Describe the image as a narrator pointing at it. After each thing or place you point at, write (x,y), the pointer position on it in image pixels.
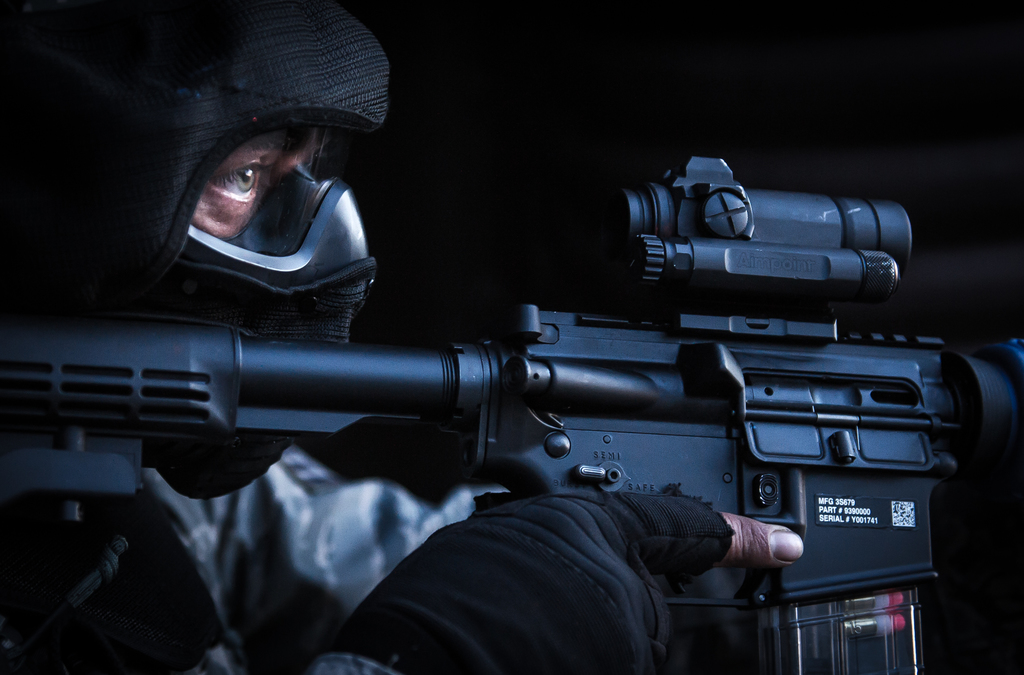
On the left side of the image (145,442) we can see a person (127,259) is wearing a jacket (242,502), mask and holding a gun (512,462). In the background (500,4), the image is dark.
